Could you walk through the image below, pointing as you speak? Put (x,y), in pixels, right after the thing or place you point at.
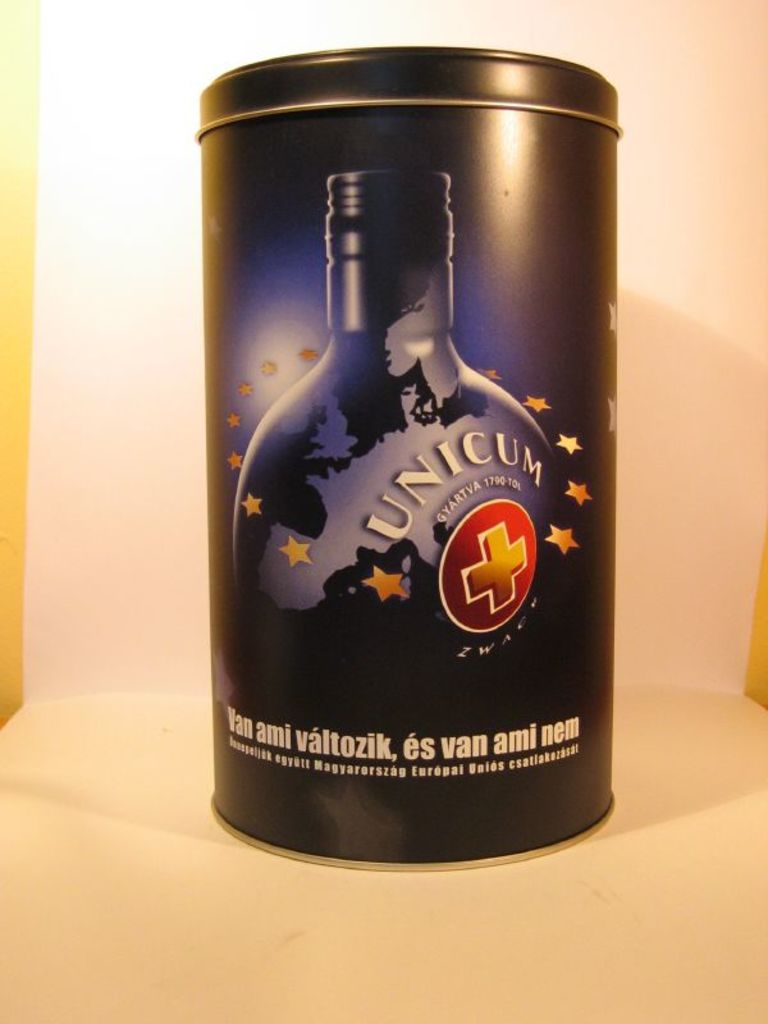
This is zoomed in picture. In the center (305,664) there is a black color box (239,643) placed on the top of an object (710,791) and we can see the picture (482,417) of a bottle (326,374) and the text (329,744) is printed on the box (471,215). In the background (131,185) there is a wall (644,32).
